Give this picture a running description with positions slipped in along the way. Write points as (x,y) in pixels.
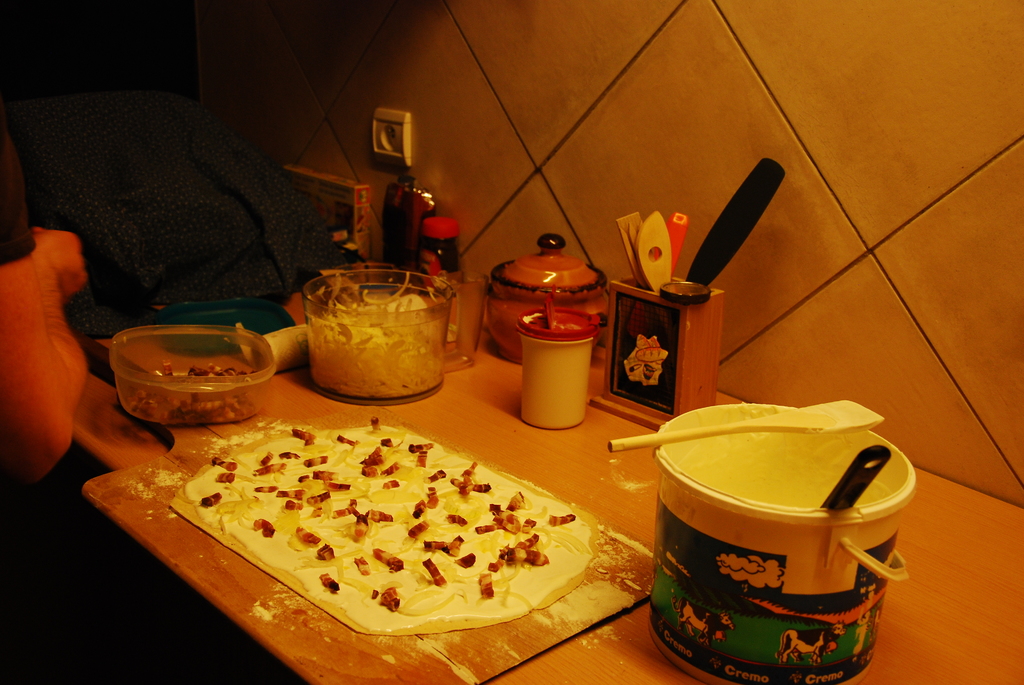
In this image we can see food item (498,492), bowls (136,395), jar (533,383), bottle (413,212), glass (454,325), spatulas (702,278), bucket (733,511), and other objects (540,396) on a table (1015,653). On the left side of the image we can see hand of a person (7,177). In the background (392,26) we can see cloth (213,122) and wall (605,151).
